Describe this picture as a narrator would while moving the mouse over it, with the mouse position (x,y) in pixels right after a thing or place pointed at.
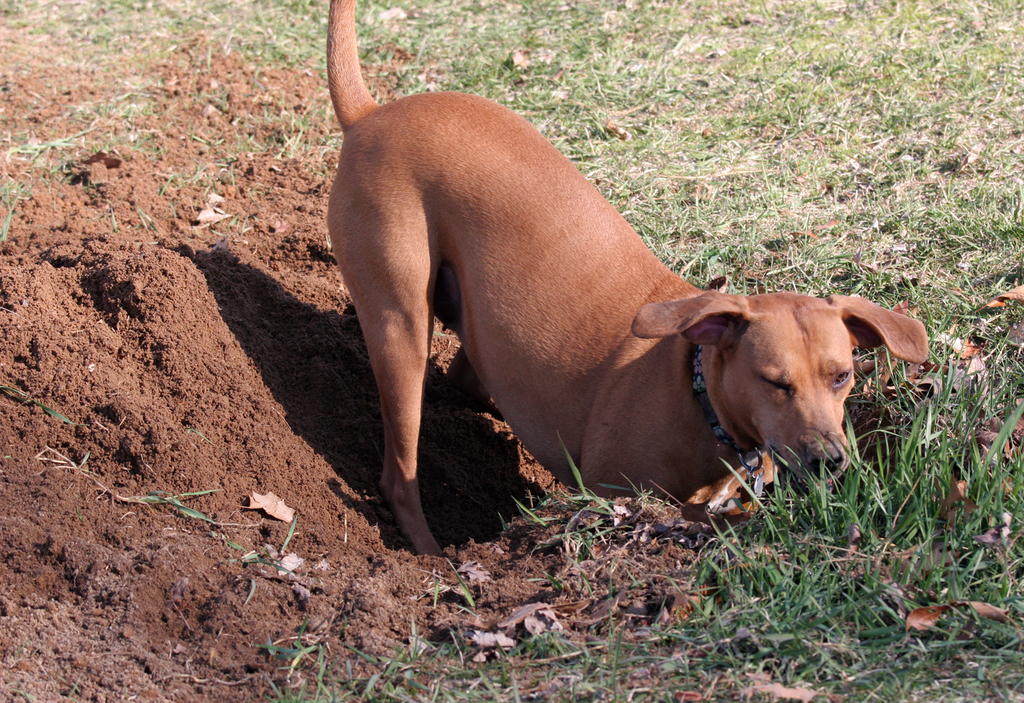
In this image I see a dog (600,216) over here which is of brown in color and I see the mud (320,223) and the grass (823,550).
